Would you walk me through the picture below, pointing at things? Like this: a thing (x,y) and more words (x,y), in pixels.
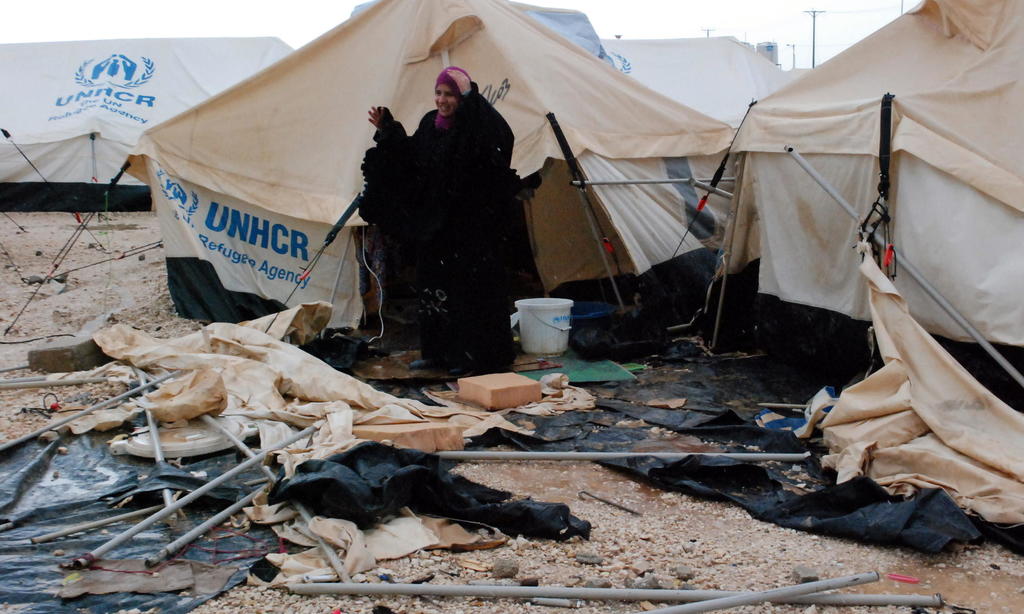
In this image I can see number of poles (444,452), number of clothes (543,446) and few other things (756,437) on the ground (489,600). In the background (189,182) I can see number of tent houses (762,105), few poles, few ropes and on these tent houses (232,192), I can see something is written. In the center of the image (376,208) I can see a woman (463,239) is standing and near her I can see a white colour bucket (566,307) on the ground (554,370). I can also see she is wearing black colour dress (492,228). On the top right side of the image (879,16), I can see few poles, few wires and the sky (822,56).
